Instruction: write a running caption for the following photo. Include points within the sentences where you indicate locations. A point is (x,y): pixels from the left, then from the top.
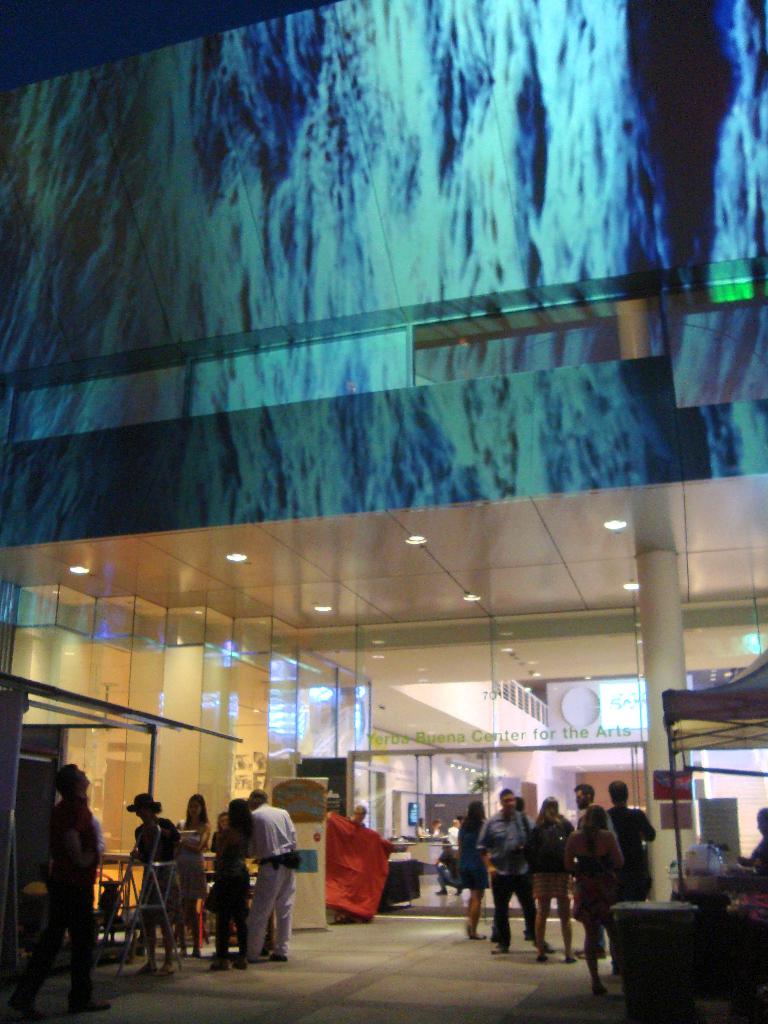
In the image it seems like a building (380,346) and under that there are many people (539,856) standing outside the door (506,761), around the people (262,841) there are tents (5,689) and a pillar (655,670) and other objects (298,851).
